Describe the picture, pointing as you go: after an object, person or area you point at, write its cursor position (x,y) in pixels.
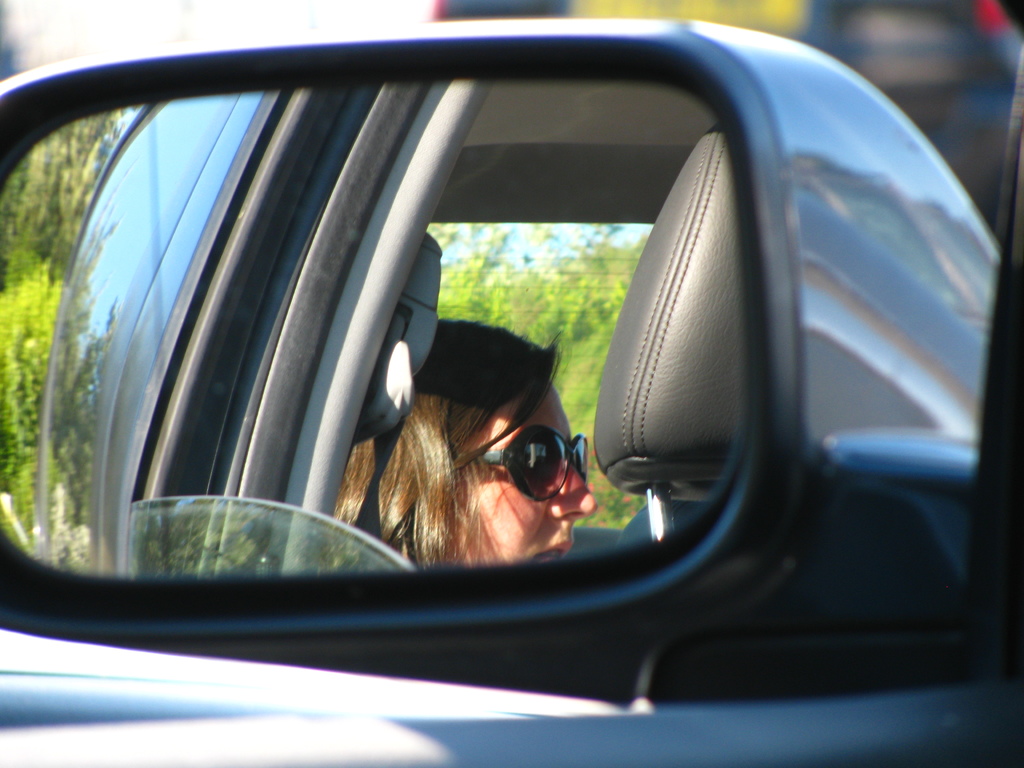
This is a mirror (412,156) of a vehicle (355,313) and through the glass (406,368) we can see a lady (525,451) wearing glasses (512,467) and in the background (562,253), there are trees (478,266) and some other vehicles (947,64).
